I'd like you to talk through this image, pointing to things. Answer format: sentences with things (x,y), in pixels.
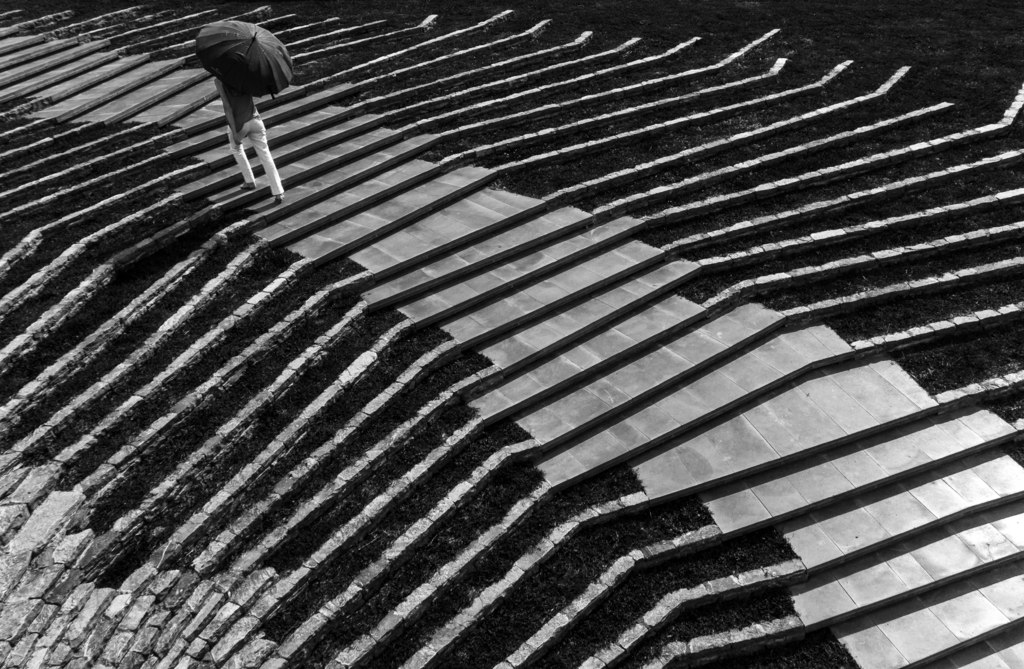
In this image there is a person (236,128) holding an umbrella (271,75) is climbing stairs (210,136).
